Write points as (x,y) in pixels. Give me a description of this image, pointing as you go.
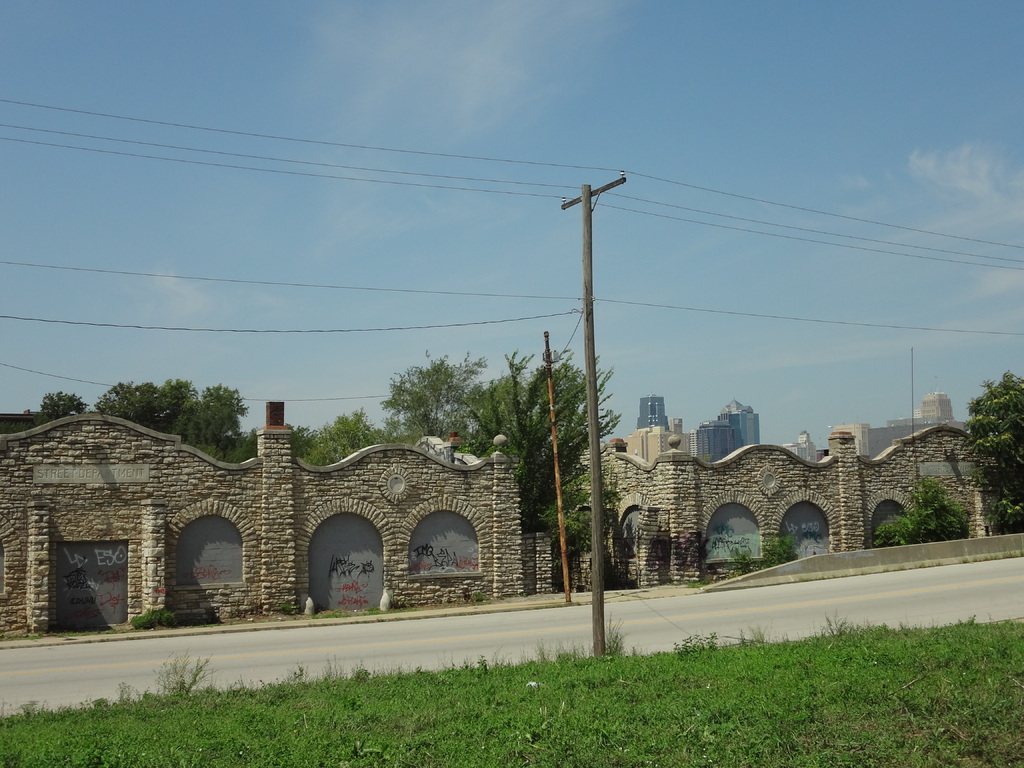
in this picture there is a pole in the center of the image (600,494) and there is grass land (431,711) at the bottom side of the image (423,723), there is a boundary (109,489) and trees (564,427) in the center of the image (573,505), there are buildings (661,425) on the right side of the image (719,420).
